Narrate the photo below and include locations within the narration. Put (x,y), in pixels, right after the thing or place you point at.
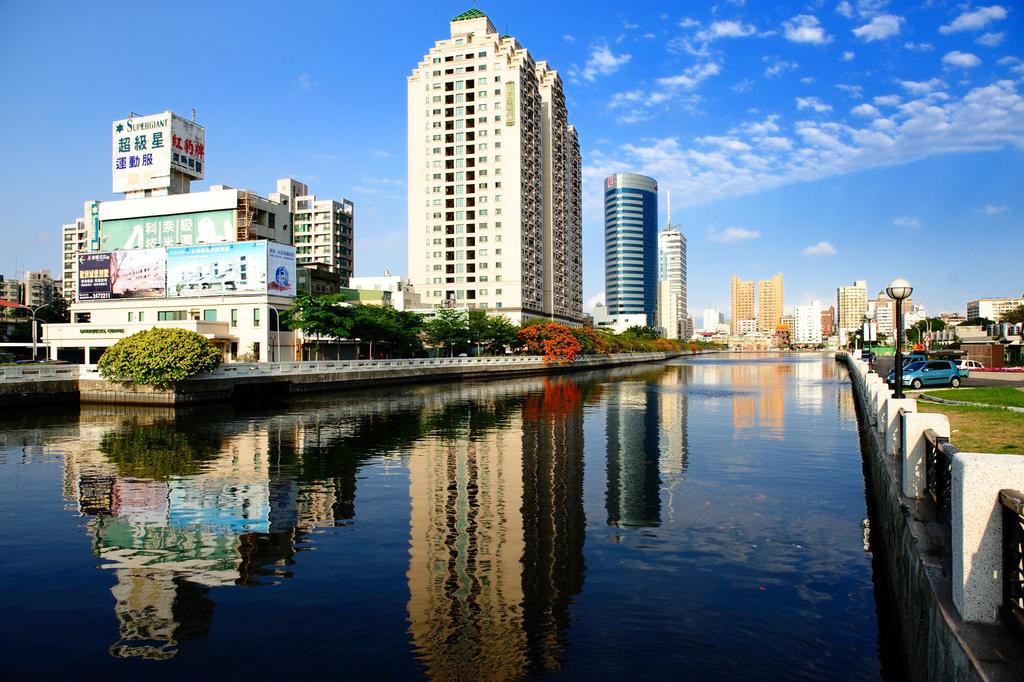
In this picture there are some building (193,312) and small water pond (621,484) in the front side (758,417). On the right side (894,385) we can see some cars (889,379) are parked on the road side (973,385).
